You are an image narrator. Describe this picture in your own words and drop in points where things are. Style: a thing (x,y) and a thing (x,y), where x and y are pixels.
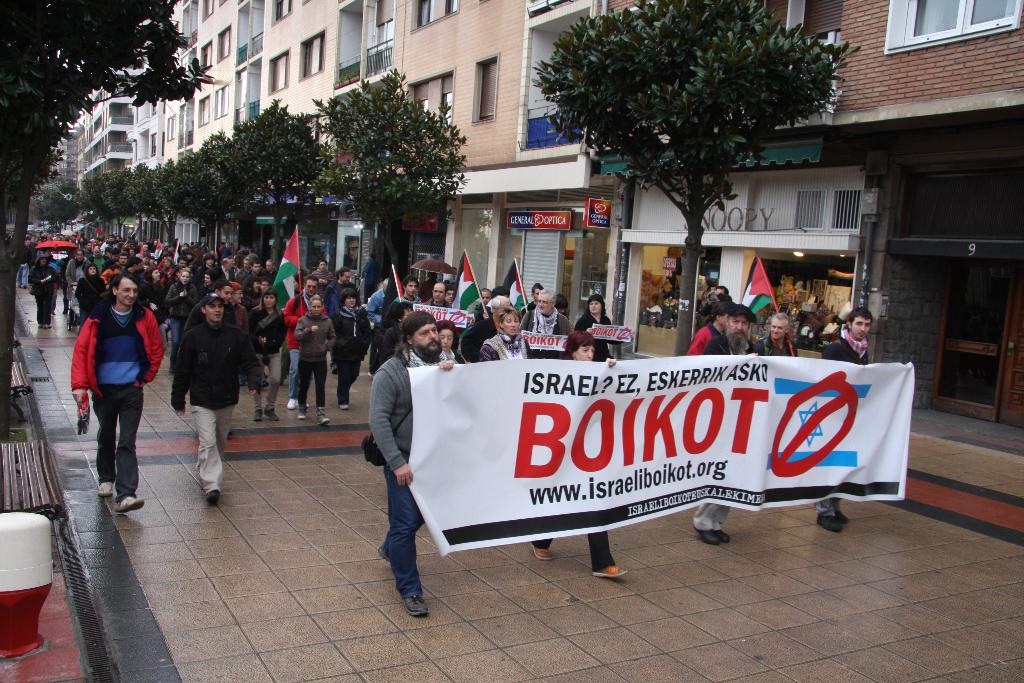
In this image I can see there are group of persons (309,276) walking on the road (314,601), in the foreground (824,418) I can see a four persons (859,361) holding a hoarding board (661,408) and I can see a text (628,421) written on that, at the top (382,76) I can see buildings (242,119) and trees (11,184).
